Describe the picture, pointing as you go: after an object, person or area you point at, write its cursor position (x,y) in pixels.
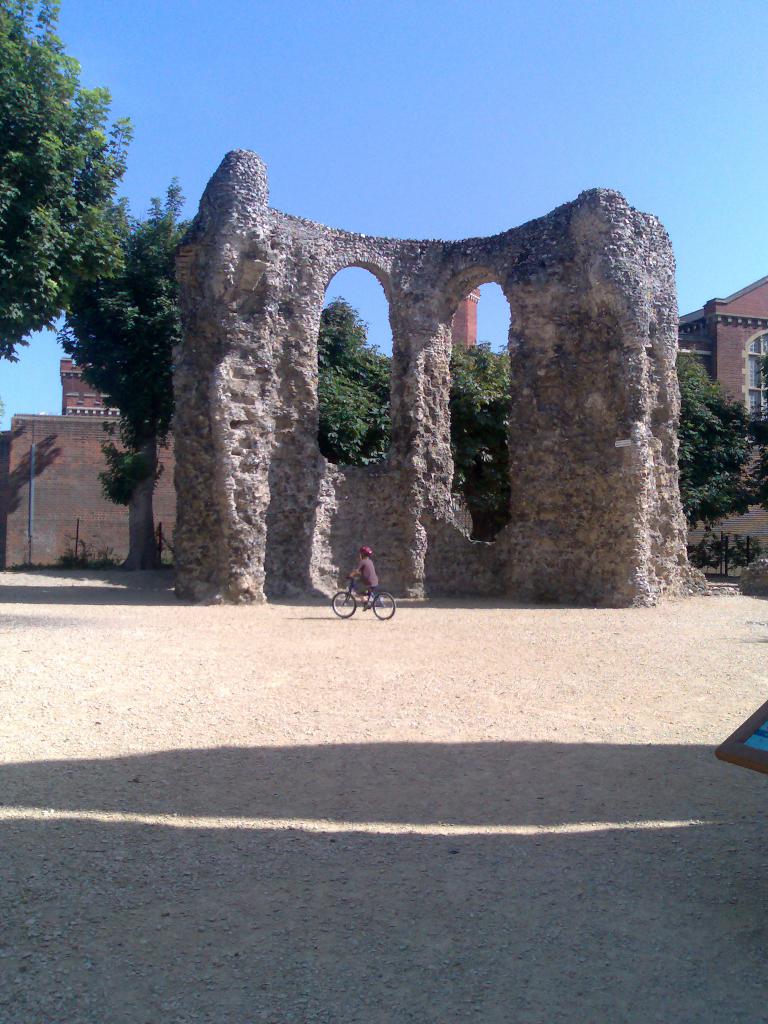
In the foreground of the picture (200,686) there is soil (294,757). In the center of the picture (370,493) there are trees (341,415) and a wall (577,317). In the background (740,373) there is a building (748,348). sky (524,180) is clear and it is sunny.
